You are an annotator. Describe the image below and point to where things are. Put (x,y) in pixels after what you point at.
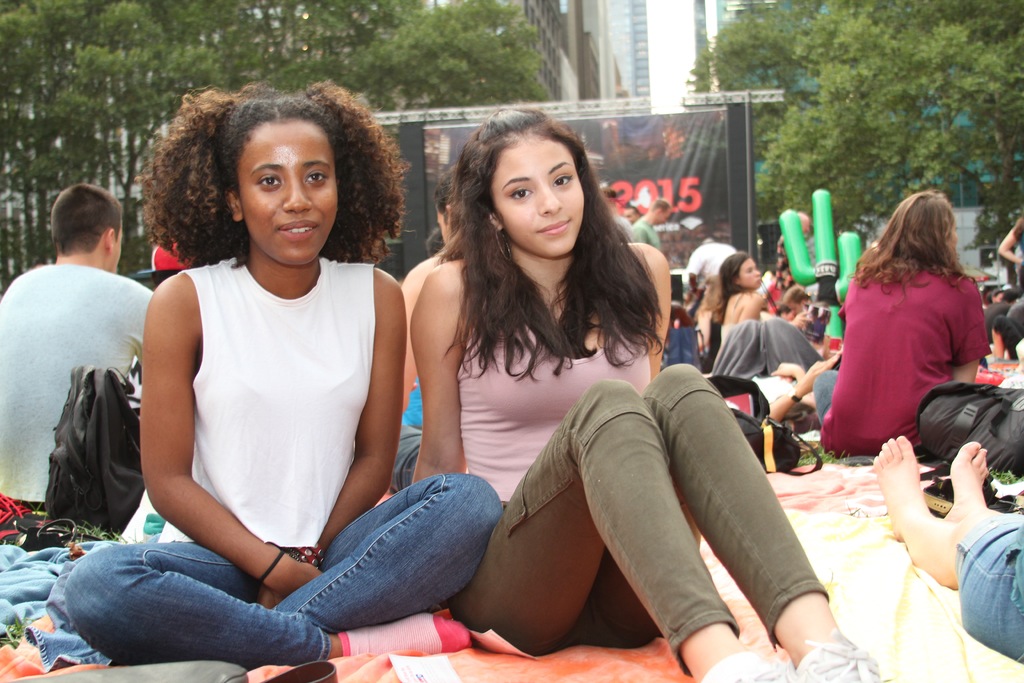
This image is taken outdoors. At the bottom of the image (877,620) there is a mat (904,663). In the middle of the image (604,268) two women (175,164) are sitting on the mat (829,469) and there are a few clothes (34,593) on the mat (23,655). At the top of the image (695,81) there are many trees (118,133) and a few buildings (698,27). In the background (52,392) there are many people (763,321) sitting on the ground (813,457) and a few are standing. There is a banner (613,176) with a text (632,184) on it.
